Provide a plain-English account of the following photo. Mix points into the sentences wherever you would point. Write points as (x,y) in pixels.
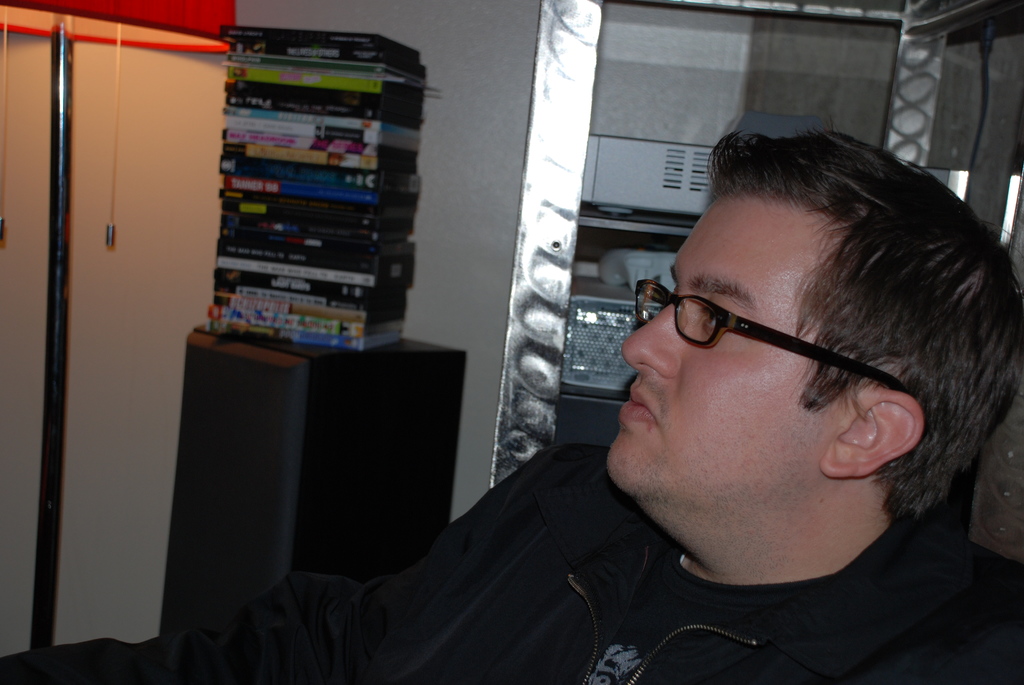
In this image in the foreground (728,494) there is one person (735,503), and in the background (514,106) there is a wall (97,300). On the left side (65,95) there is one lamp (117,74) beside the lamp (65,49) there is one table (297,387), on the table (333,385) there are some books (352,154) and on the right side (906,88) there is one object (613,222).
